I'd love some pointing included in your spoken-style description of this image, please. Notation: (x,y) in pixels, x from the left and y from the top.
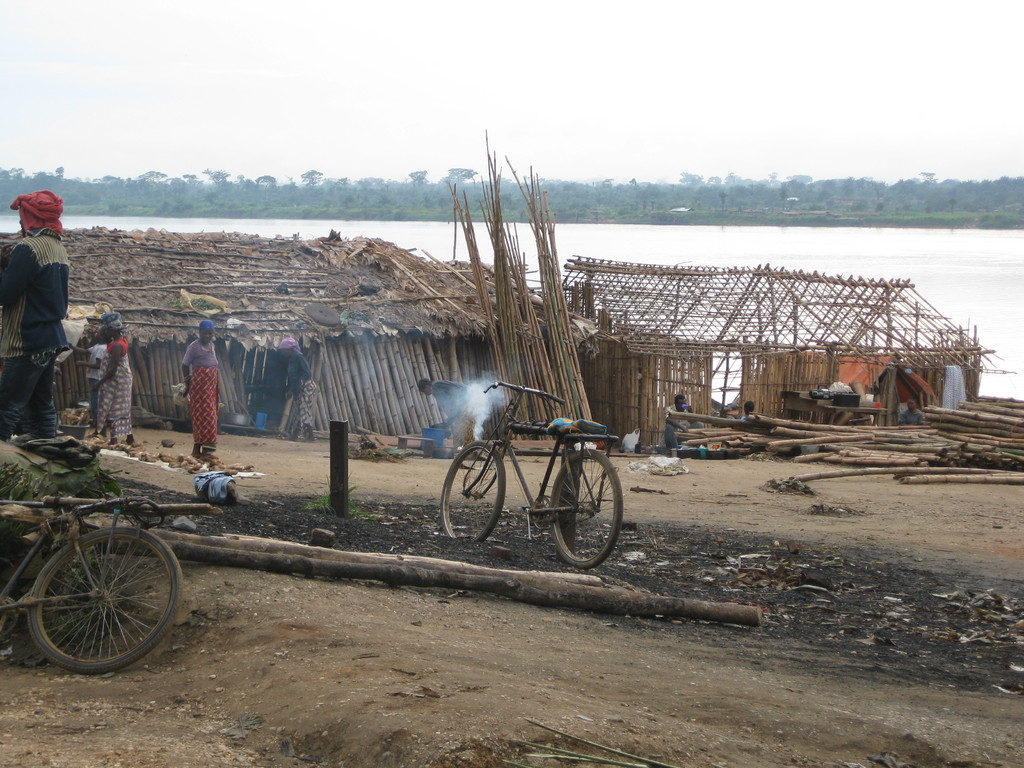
In this image I can see two bicycles (559,526), number of wooden poles (957,412), two houses (171,305) and few people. In the center of the image (455,428) I can see the smoke (491,378). In the background (991,235) I can see water (988,364), number of trees (80,204) and the sky (402,121).
